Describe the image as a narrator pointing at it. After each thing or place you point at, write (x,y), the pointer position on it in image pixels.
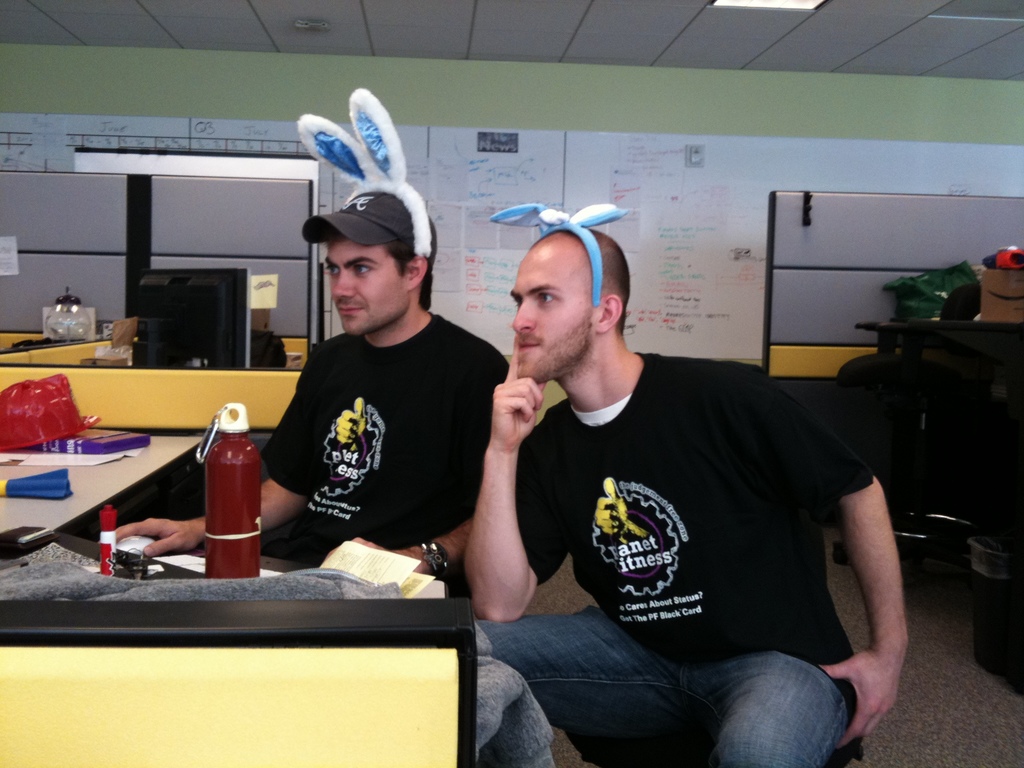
In this picture we can see two men (684,587) sitting here, on the left side (93,473) there is a table (91,540), we can see a bottle (211,555), a mouse (144,550), a cloth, some papers (366,576) present on the table (94,494), in the background (660,277) there is a board (662,198), we can see some written text (660,240) here, there is the ceiling (592,43) at the top of the picture (552,26).
